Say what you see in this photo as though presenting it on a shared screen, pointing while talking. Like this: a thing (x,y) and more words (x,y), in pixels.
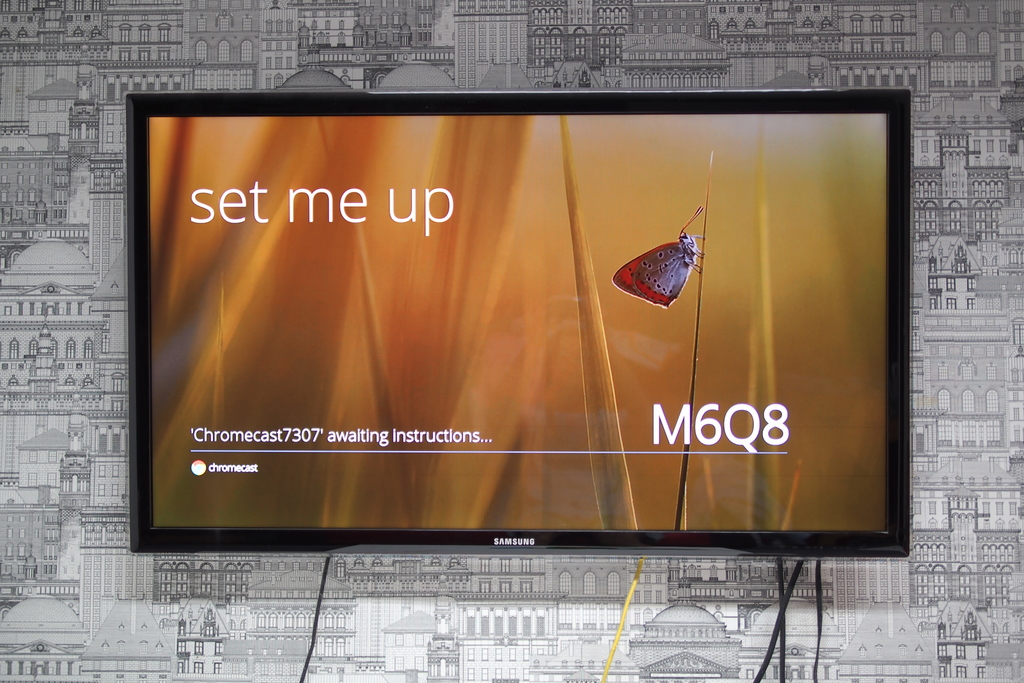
In the center of the image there is a wall (808,69). On the wall (808,69), there is a monitor (572,535) with wires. On the screen (483,386), we can see some text (714,402) and one butterfly (684,247) on one of the leaves (477,199). And we can see some designs (21,105) on the wall (691,635).
